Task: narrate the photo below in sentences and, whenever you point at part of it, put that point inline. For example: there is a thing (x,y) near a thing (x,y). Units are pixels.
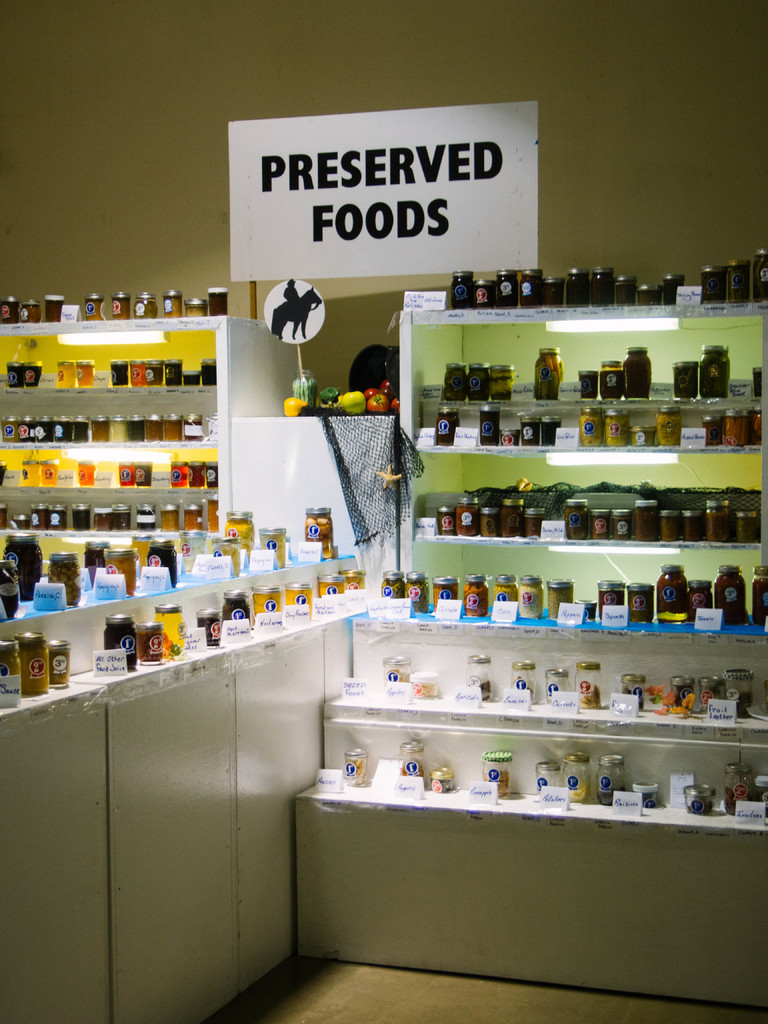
In the picture I can see bottles (517,583) and some other things (332,771) on shelves (359,798). I can also see a white color board (364,228) which has something written on it. In the background (393,306) I can see a wall (445,290).
